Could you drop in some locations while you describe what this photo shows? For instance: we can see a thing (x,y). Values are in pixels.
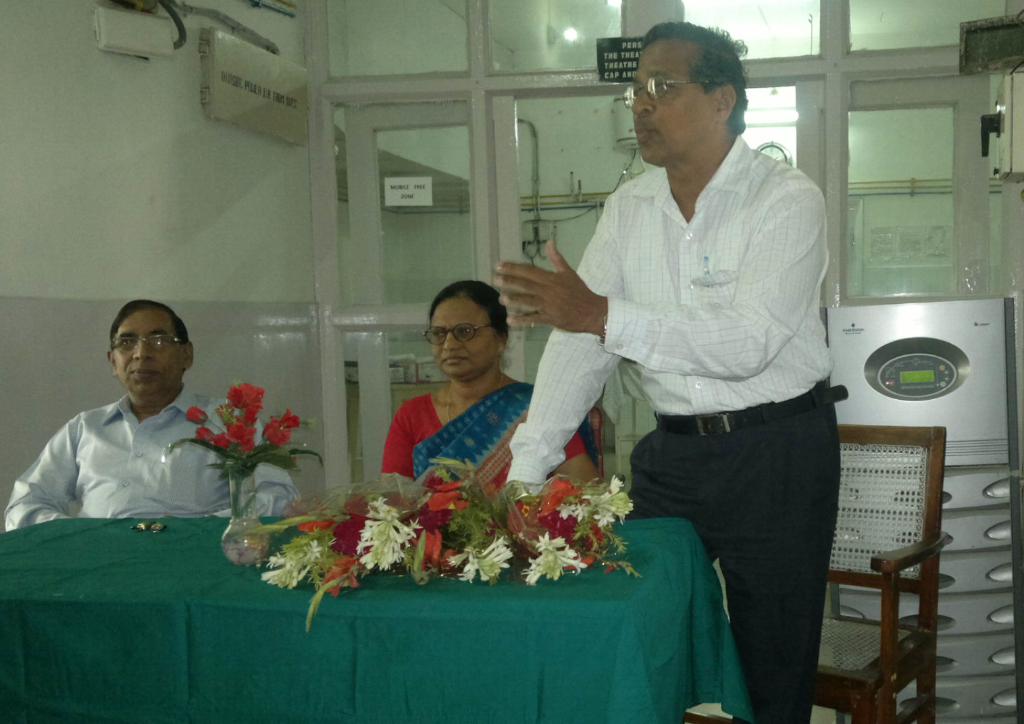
This image is taken indoors. At the bottom of the image (512,626) there is a table (177,611) with a tablecloth (281,621), a flower vase (251,543) and a bouquet (540,571) on it. On the right side of the image (976,587) there is a machine (831,601) and there is an empty chair (879,578). On the left side of the image (275,495) a man (63,466) is sitting on the chair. In the middle of the image (665,456) a man (744,186) is standing on the floor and a woman (446,369) is sitting on the chair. In the background (453,199) there is a wall (230,202) and there is a glass door (450,234). There is a board (611,54) with a text (615,57) on it.
